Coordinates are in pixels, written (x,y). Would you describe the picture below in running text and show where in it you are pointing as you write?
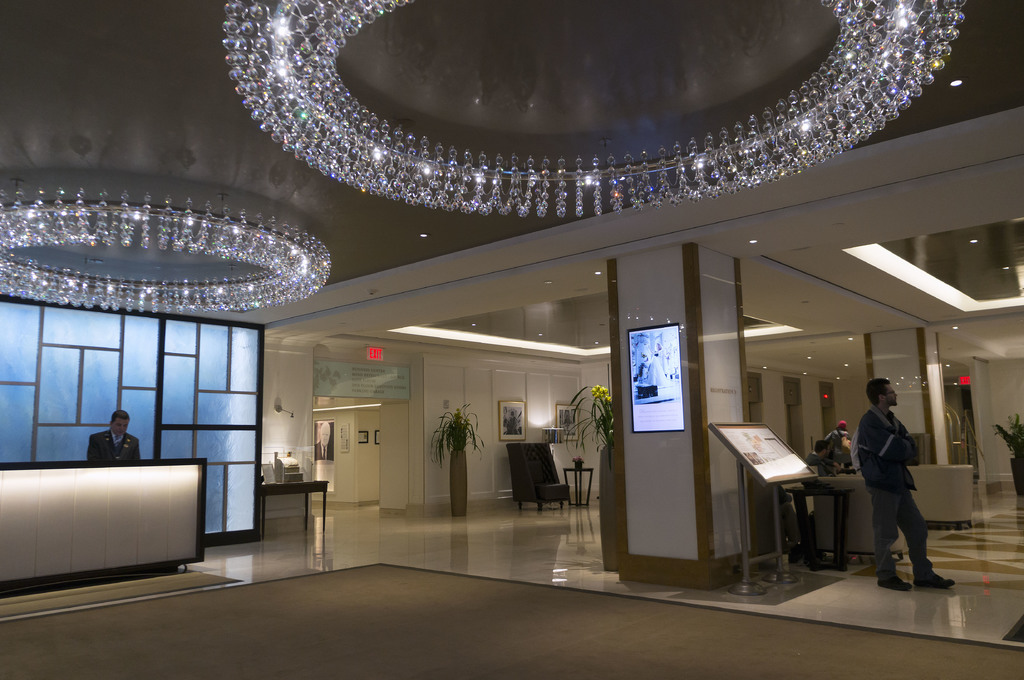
This is a inside picture of a building (495,389). At the top of the image (528,177) there is a ceiling (515,18) with lights (310,255). There is a person (889,587) standing at the right side of the image (945,574). There are plants (467,423).
